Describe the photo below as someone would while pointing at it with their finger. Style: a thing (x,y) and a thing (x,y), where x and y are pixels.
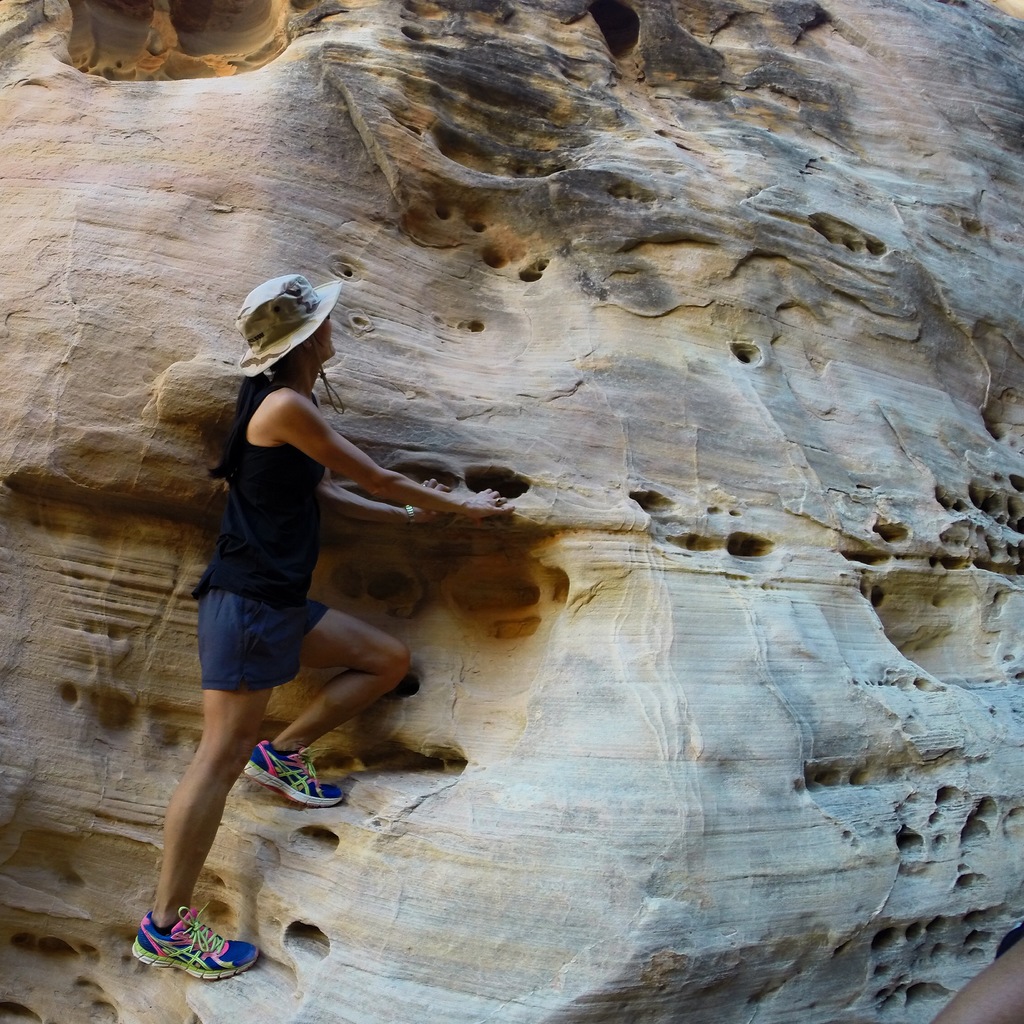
In this image we can see a person (336,451) standing on a rock (341,778) and the person (205,843) is wearing a hat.
